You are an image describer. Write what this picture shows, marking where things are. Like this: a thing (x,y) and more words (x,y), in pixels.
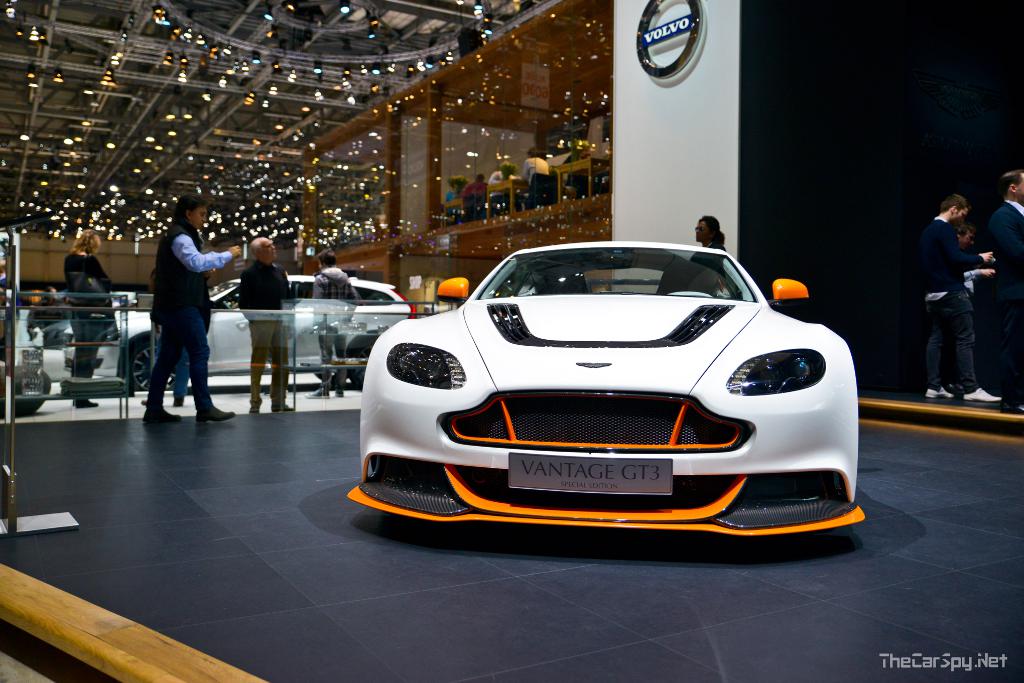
In this image I can see there is a beautiful white color car (581,448) in the middle (625,432). On the right side (929,394) few men (941,299) are standing, on the left side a person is walking, this person (203,349) wore coat (203,312), trouser (197,338), shoes (212,408). At the top (275,94) there are lights (244,71).
